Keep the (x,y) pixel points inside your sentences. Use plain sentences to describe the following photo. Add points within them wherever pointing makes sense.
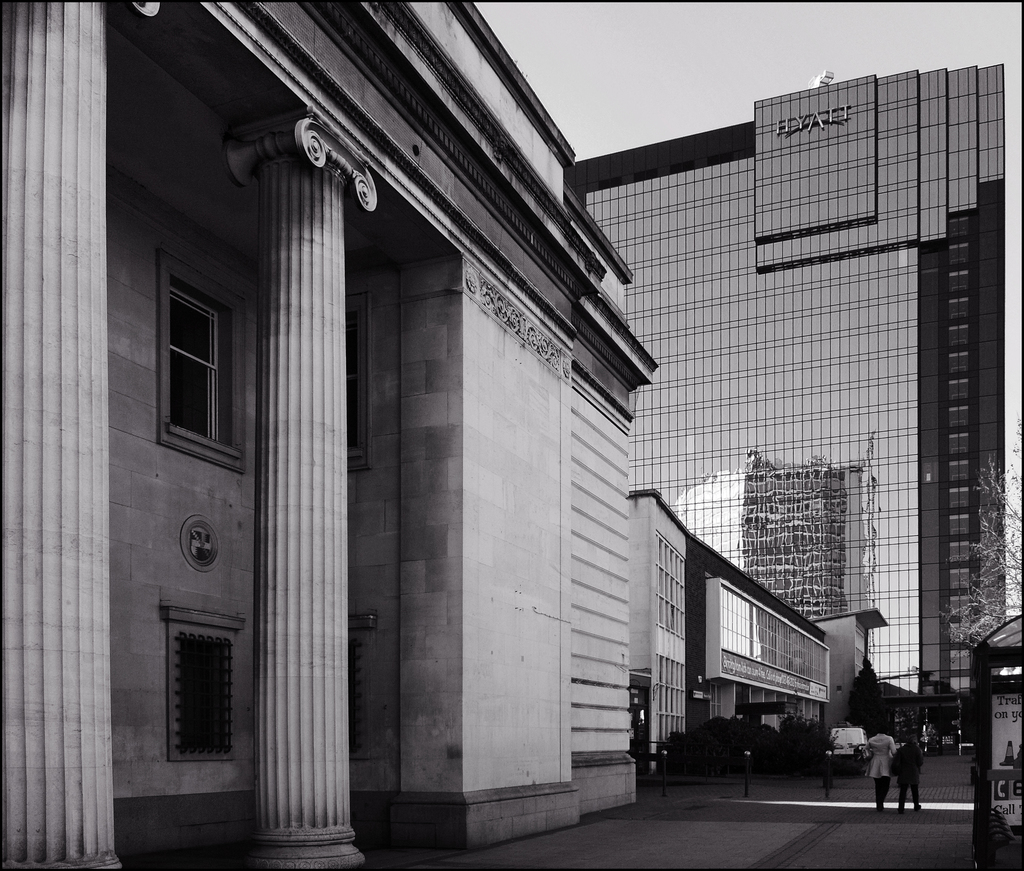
In this image we can see an outside view of a building (510,519) containing windows (176,387) and poles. To the right side of the image (907,798) we can see two persons (907,779) standing on the ground (919,793). In the background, we can see trees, a group of buildings (970,740) and sky (717,65).
